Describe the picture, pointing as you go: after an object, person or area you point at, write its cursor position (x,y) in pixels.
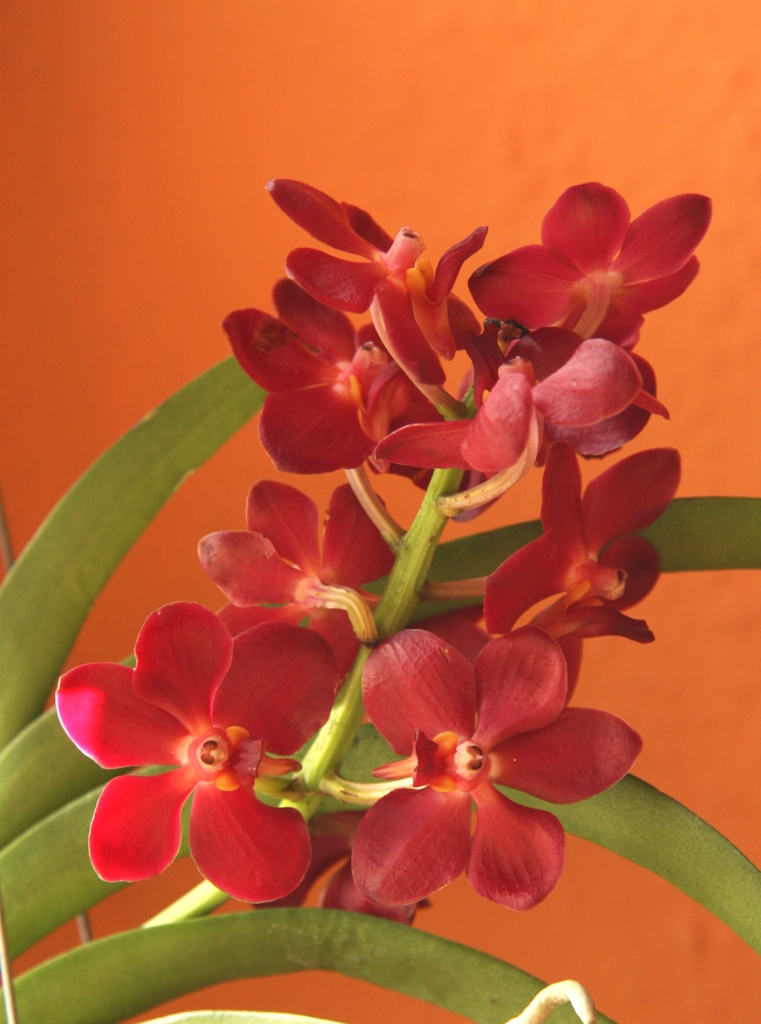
In this picture we can see some red flowers (293,560) on a plant (16,672). Background (614,138) is orange in color.
